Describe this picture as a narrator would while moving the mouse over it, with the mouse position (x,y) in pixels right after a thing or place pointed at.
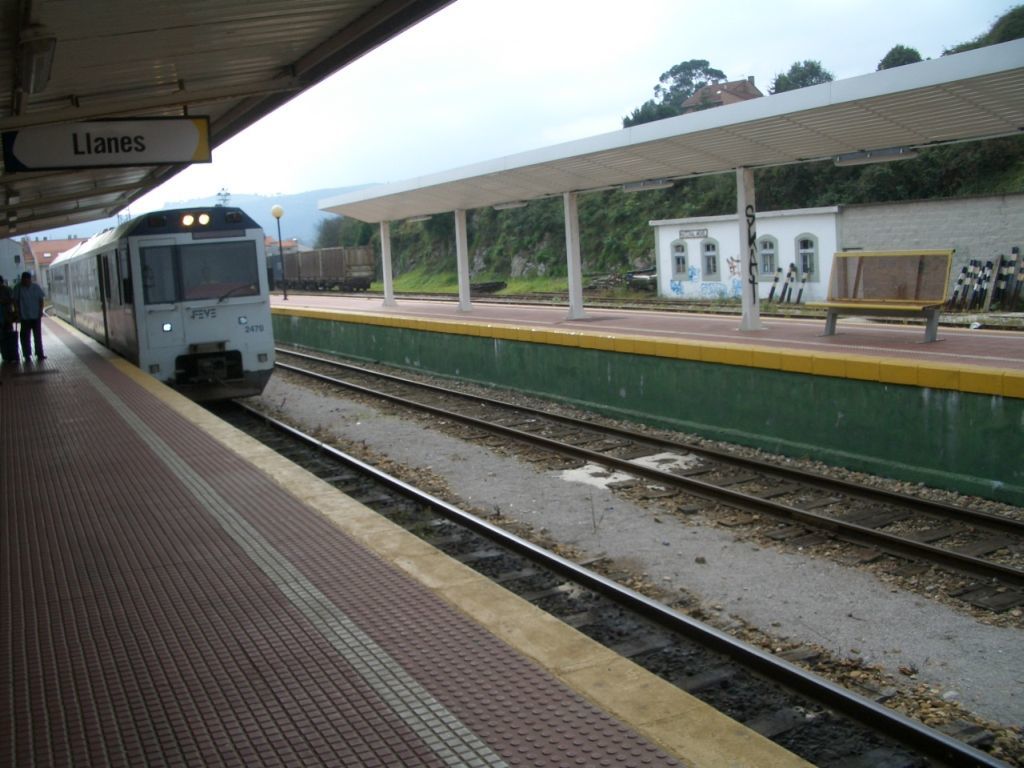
This picture might be taken inside a railway station (516,306). In this image, on the left side (56,142), we can see a man (33,325), hoardings (56,158) and a train (227,317) moving on the railway track (255,405). On the right side (934,270), we can also see a bench (822,302), trees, train (306,279), street light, plants (565,276), building (663,283), glass window (708,244). In the background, we can also see some mountains (321,191). At the top (513,53), we can see a sky (275,178).
